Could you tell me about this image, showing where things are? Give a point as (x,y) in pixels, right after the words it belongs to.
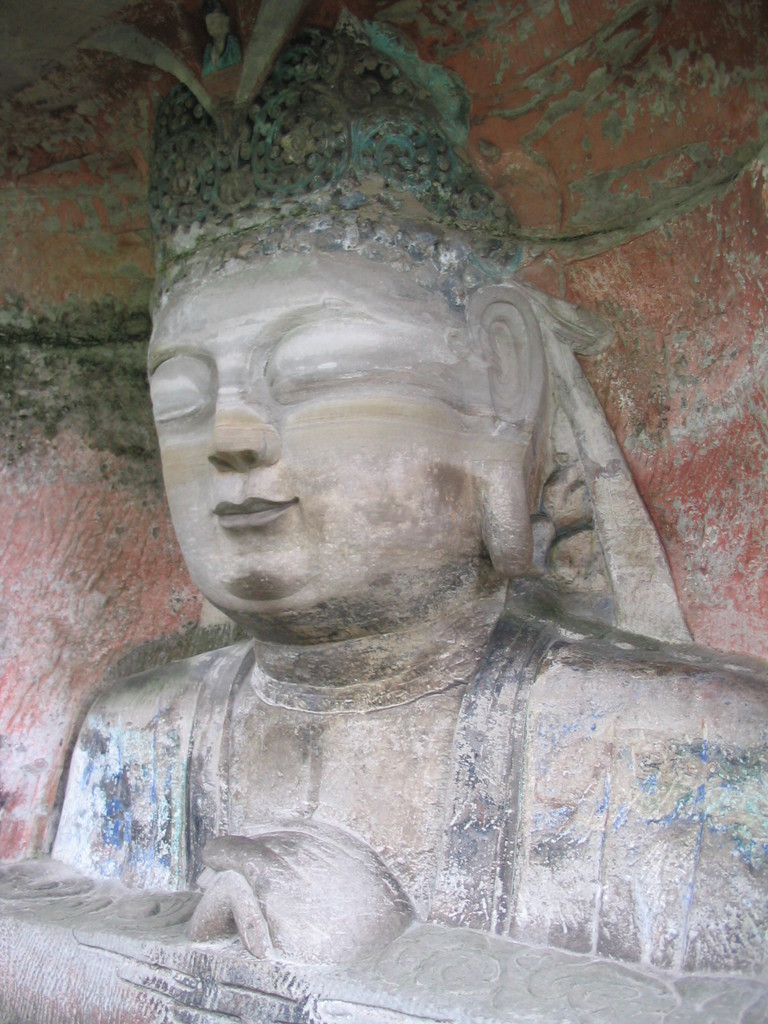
In the center of the image (262,448) there is a statue (343,964) on the wall (571,157).
